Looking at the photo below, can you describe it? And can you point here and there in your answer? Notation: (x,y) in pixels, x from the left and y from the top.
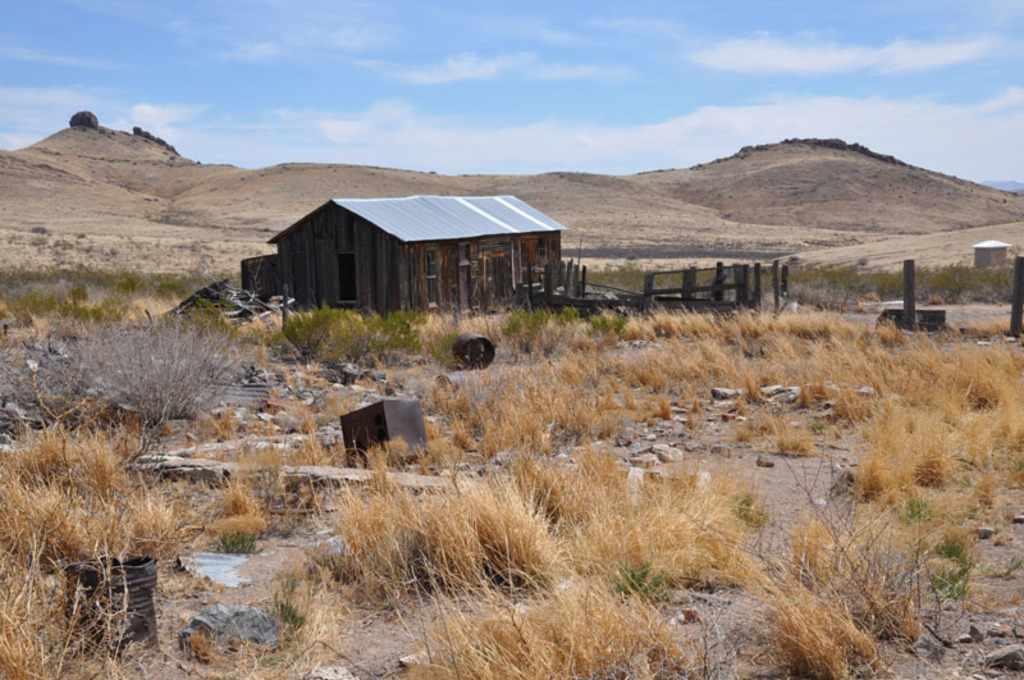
In this picture we can see some grass (466,413) on the path (850,497). There are a few black objects (487,352) and some stones (240,406) on the path (218,428). We can see a shed (533,222) and poles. There is a house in the background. Sky (399,163) is blue in color and cloudy.
